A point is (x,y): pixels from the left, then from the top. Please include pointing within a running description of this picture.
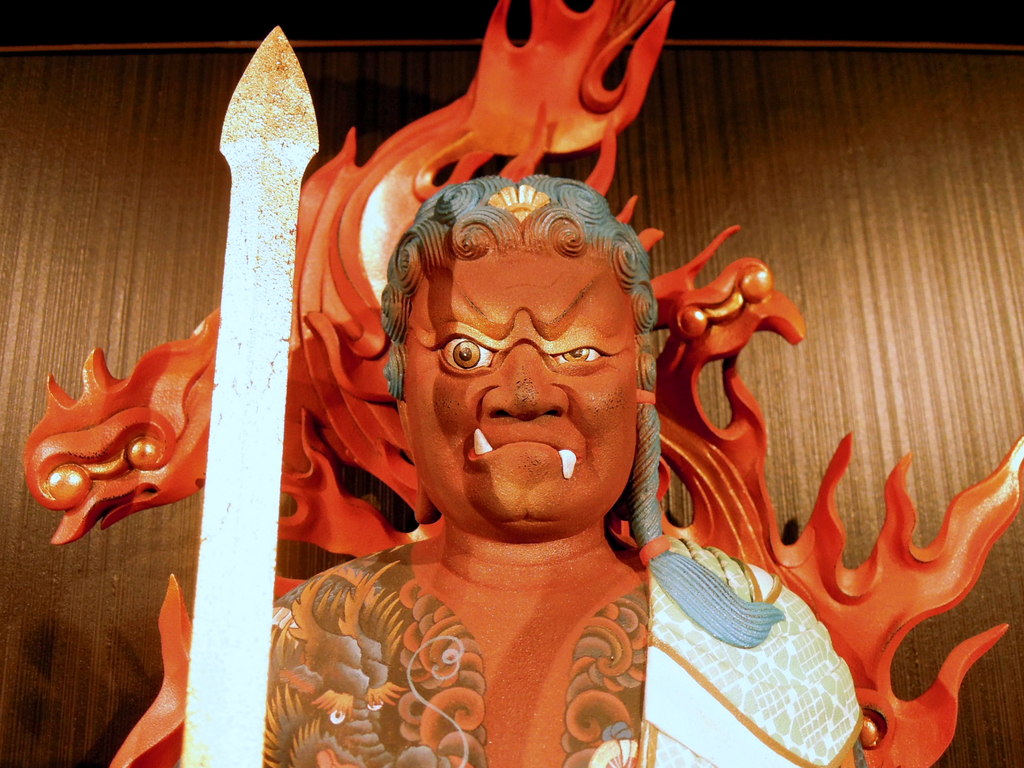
In this image there is a sculpture (671,444), in the background (87,94) there is a wooden wall (104,250).
